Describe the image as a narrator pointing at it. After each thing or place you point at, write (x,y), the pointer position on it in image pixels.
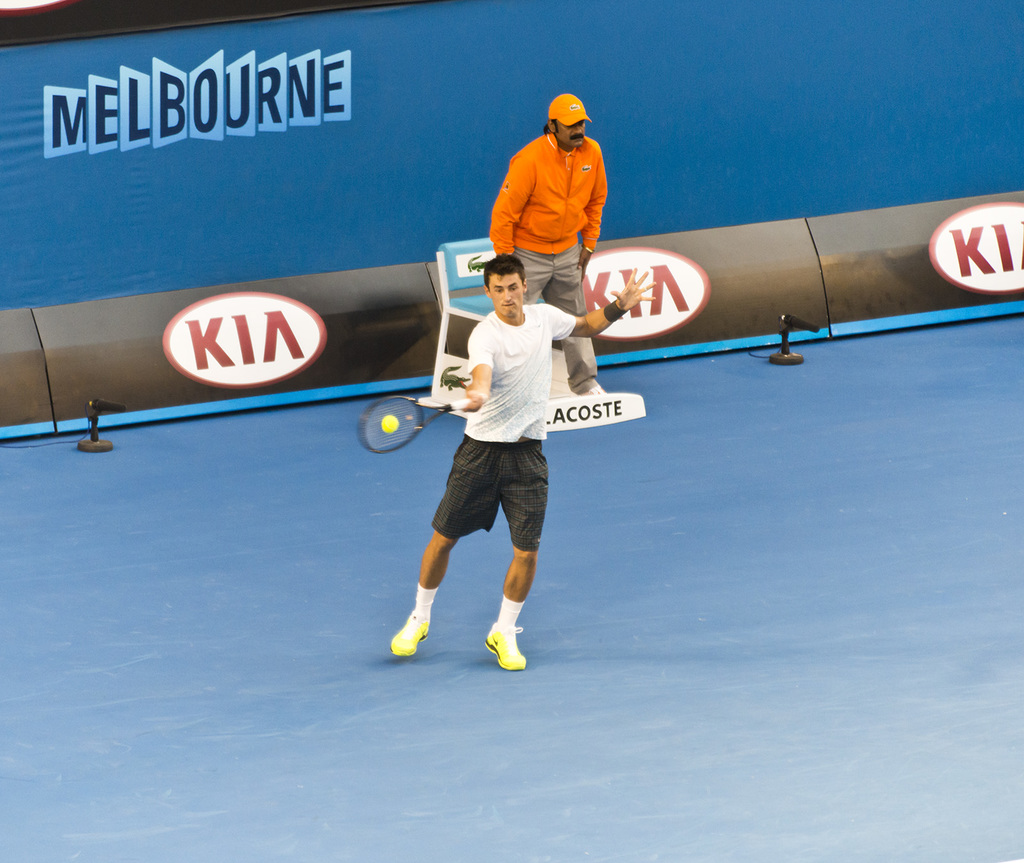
This 2 persons (588,368) are standing. This person (480,381) is holding a bat (410,399) and trying to hit a ball (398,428). This are banners (429,307).
